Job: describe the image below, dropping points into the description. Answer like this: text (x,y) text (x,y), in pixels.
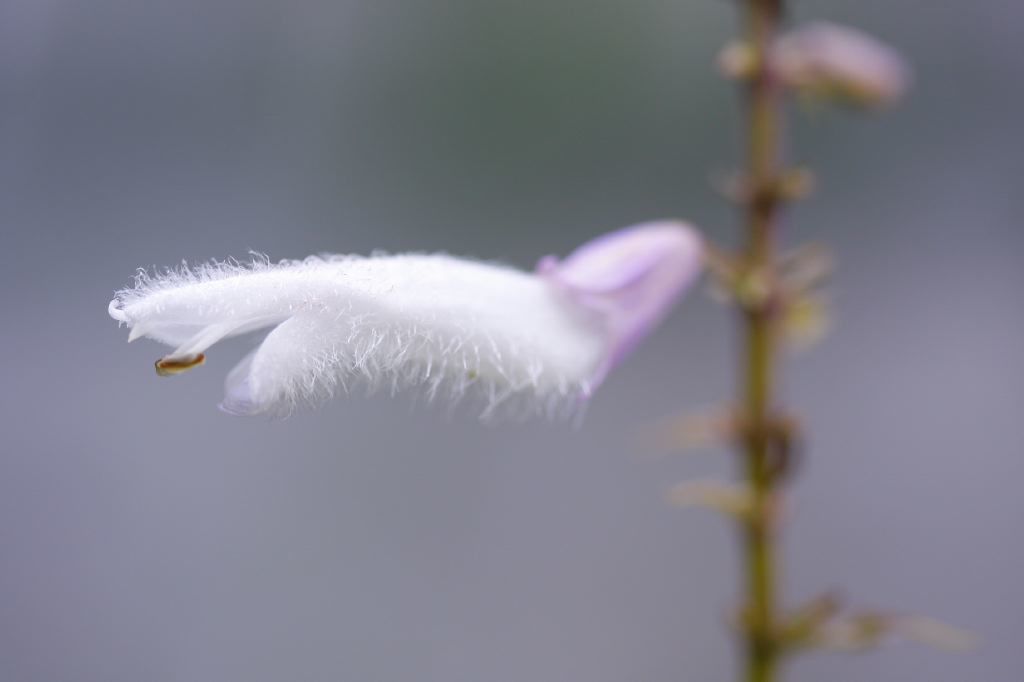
In this image, in the middle (576,322), we can see a flower (408,263) which is in white and purple color. On the right side (769,215), we can see a stem (765,199). In the background (179,666), we can see grey color.
